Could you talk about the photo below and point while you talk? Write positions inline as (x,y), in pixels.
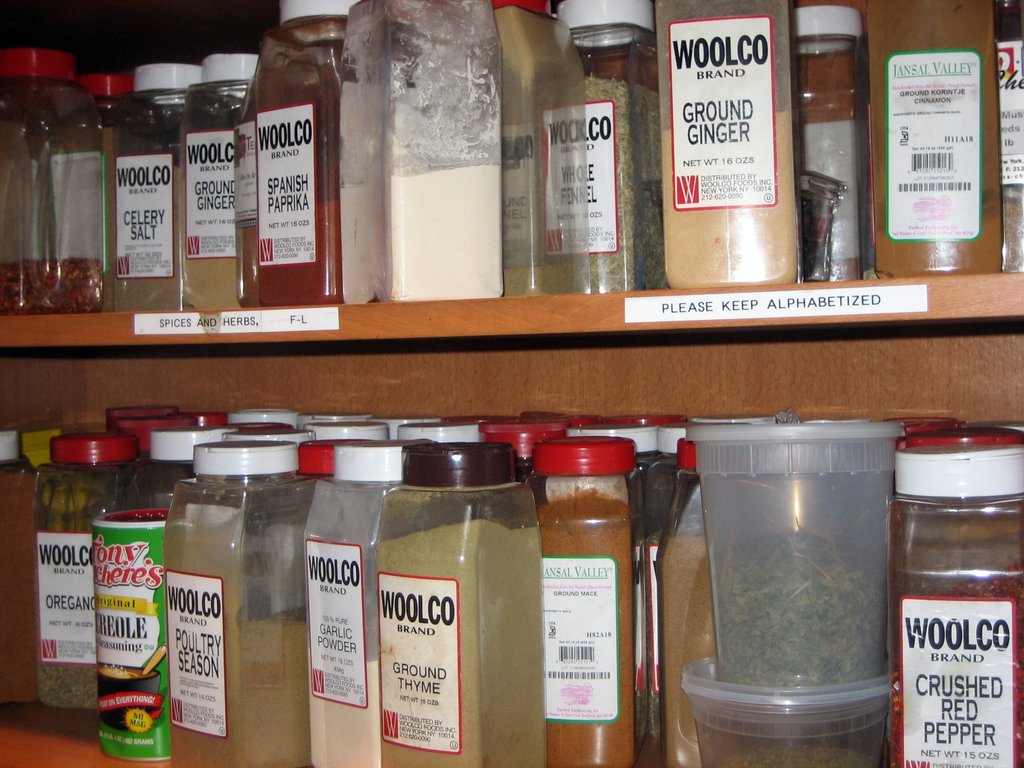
In this image at the top (362,233) and bottom there are some containers (498,611), and in the containers (359,286) there are some groceries (770,241).
